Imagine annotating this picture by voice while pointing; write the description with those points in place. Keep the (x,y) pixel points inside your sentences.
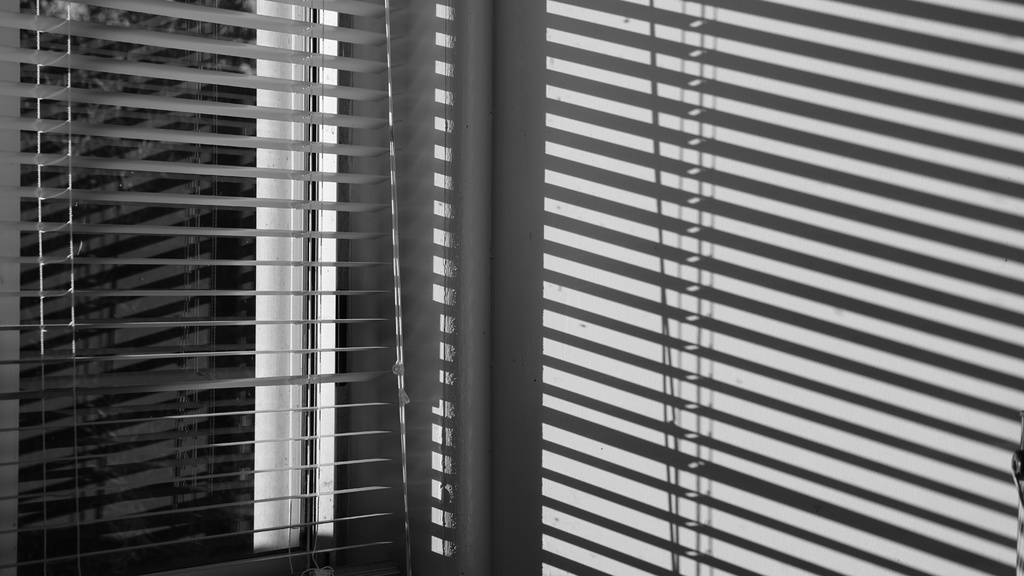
In the picture I can see window blinds (250,320). This picture is black and white in color.
